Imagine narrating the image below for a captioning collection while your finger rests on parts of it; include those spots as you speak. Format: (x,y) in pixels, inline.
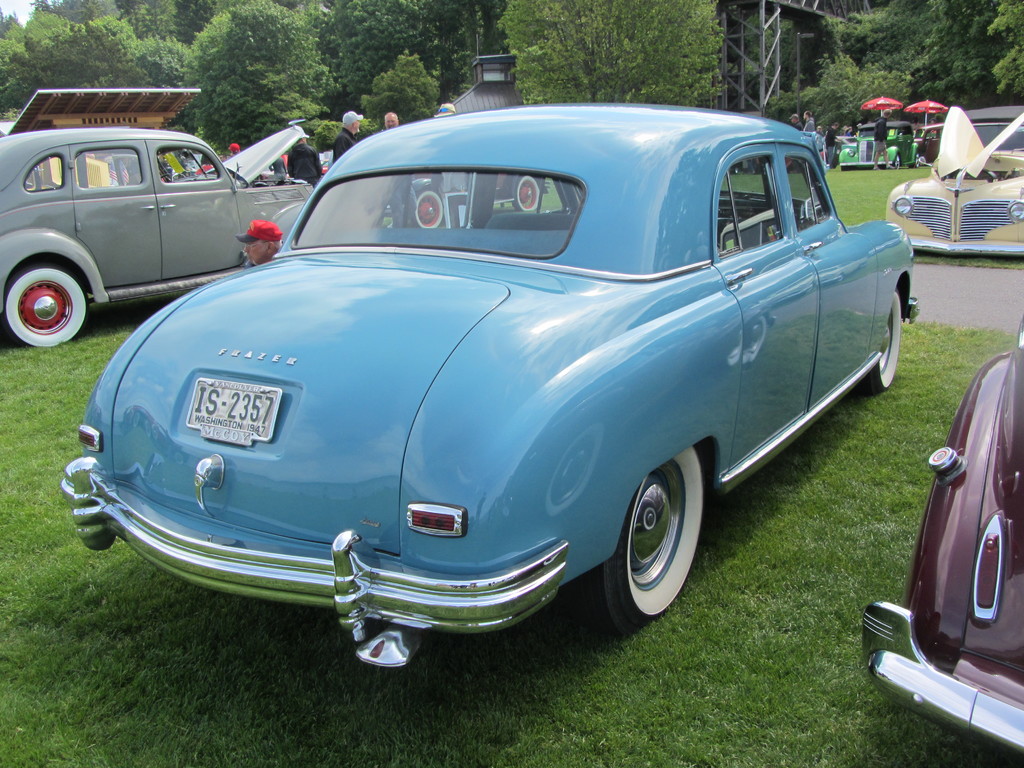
In this picture, we see the cars (517,394) in grey, blue, maroon, yellow and green color are parked in the garden (296,670). Behind the cars (199,178), we see people (238,147) standing. Beside the grey car (147,136), we see a yellow color tent (55,101). There are trees (195,121) and a pole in the background (747,58). We even see two red color umbrella tents (925,117) in the background (938,105).
